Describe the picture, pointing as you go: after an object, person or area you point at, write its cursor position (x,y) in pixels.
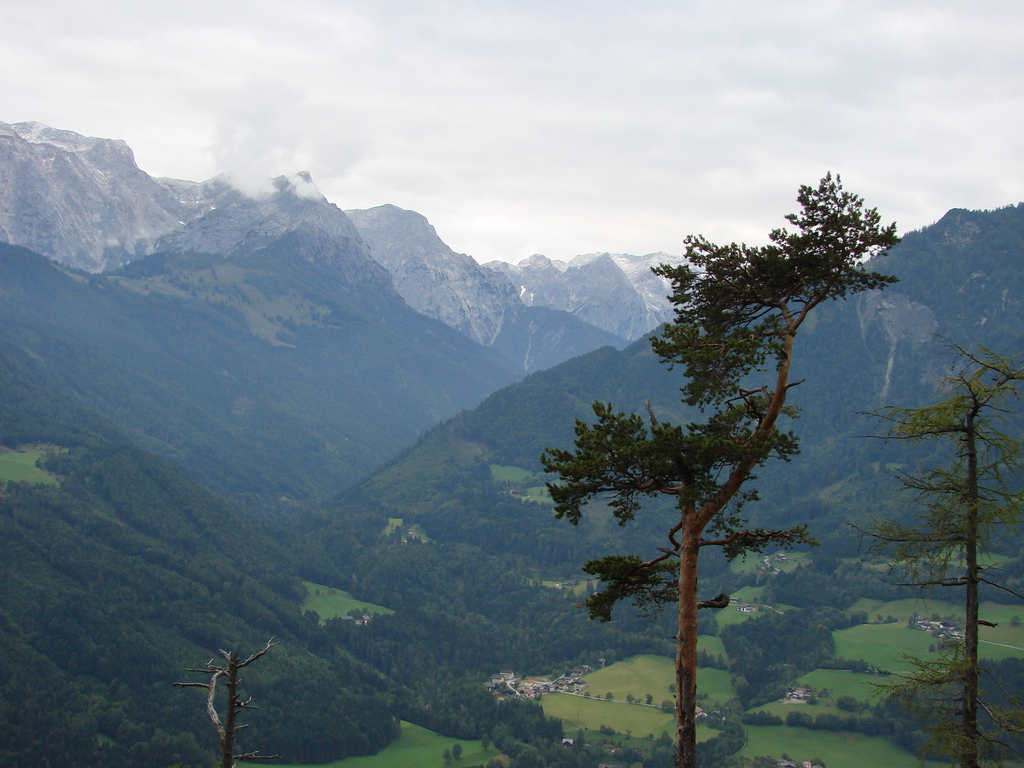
This picture is clicked outside. In the foreground (699,602) we can see the trees (699,657), plants (480,726) and grass (752,742) and we can see some other objects (940,630). In the background (987,52) we can see the sky (432,41) which is full of clouds (358,158) and we can see the mountains (527,333).
